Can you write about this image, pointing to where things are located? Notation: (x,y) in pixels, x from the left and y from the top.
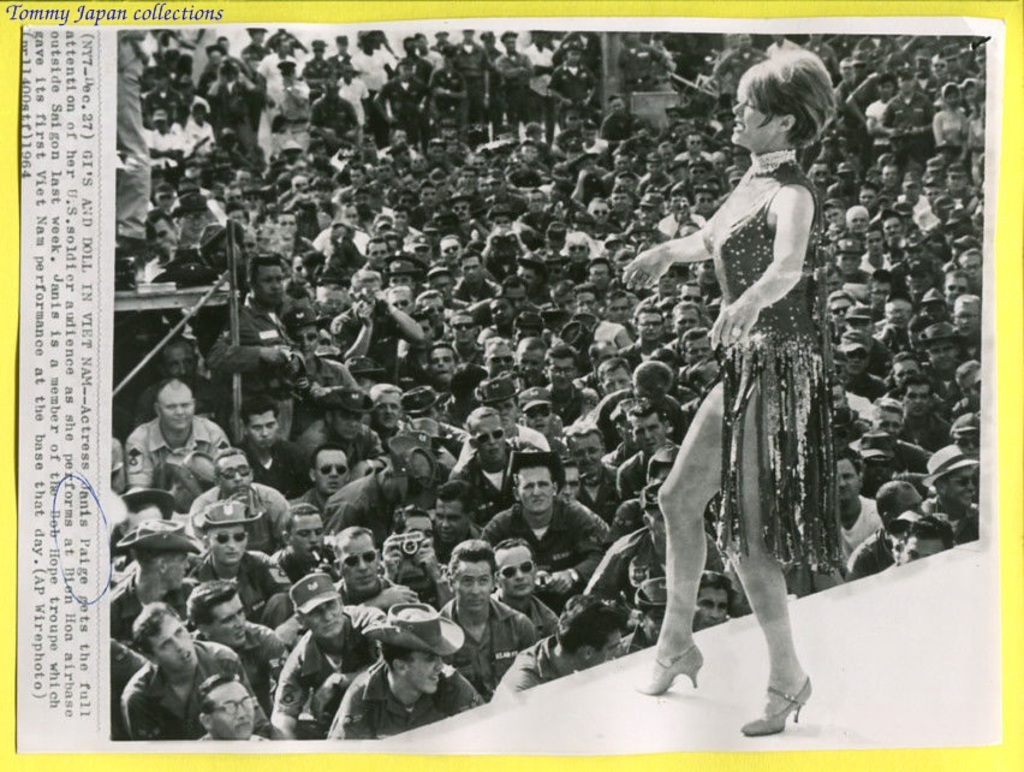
In this picture I can see a woman (680,551) standing on the stage (733,669), down many people (660,417) are sitting and watching and also I can see some text (90,446).
